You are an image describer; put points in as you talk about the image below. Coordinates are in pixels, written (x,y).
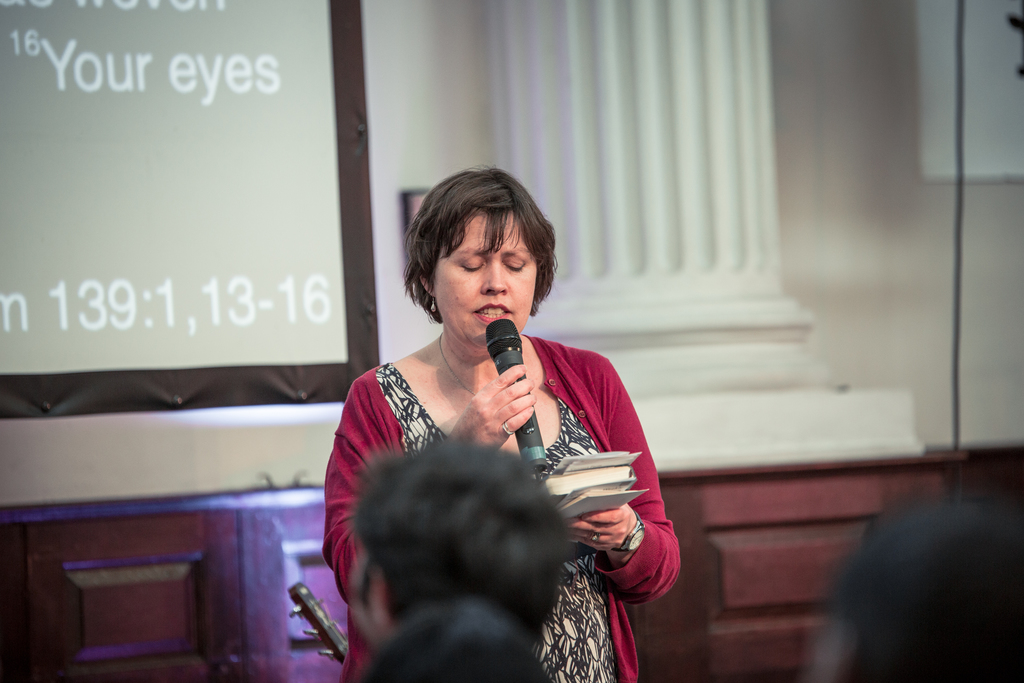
In the picture we can see a woman (344,479) standing and holding a microphone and in the other hand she is holding some papers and talking something in front of her we can see some people (504,675) are sitting and behind her we can see a wall (942,442) with a board (163,211) and beside it we can see a pillar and under it we can see some wooden frame (252,519).
